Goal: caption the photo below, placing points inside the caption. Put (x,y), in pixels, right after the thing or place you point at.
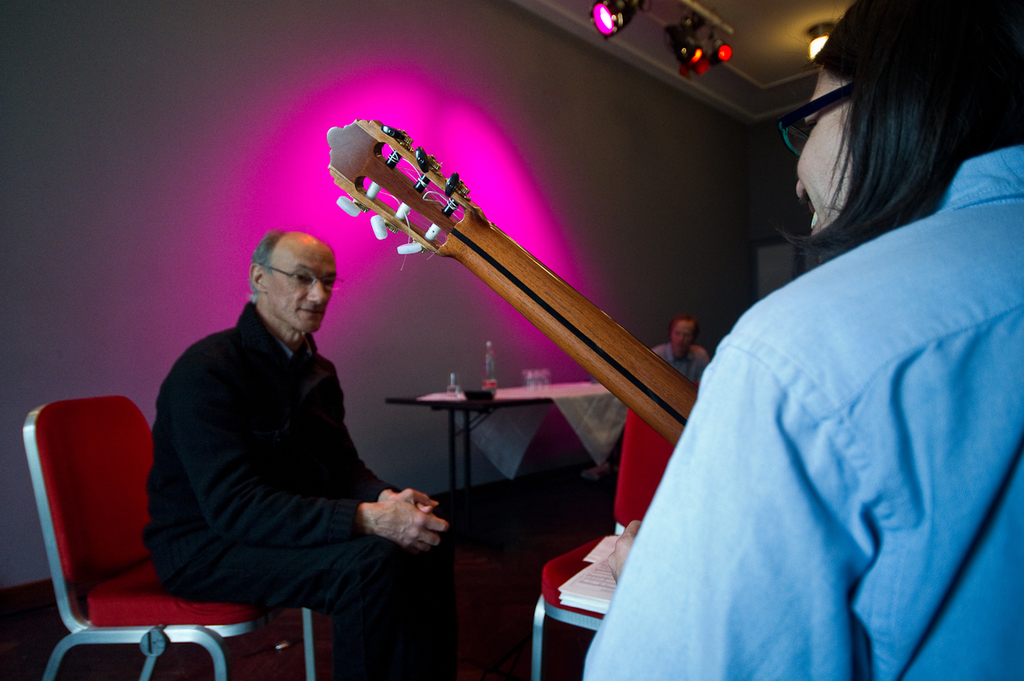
Here we can see a man (306,361) is sitting on the chair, and in front (647,472) here is the chair (633,476), and at back (570,400) here is the table (585,397) and some objects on it, and here is the wall (157,191).
